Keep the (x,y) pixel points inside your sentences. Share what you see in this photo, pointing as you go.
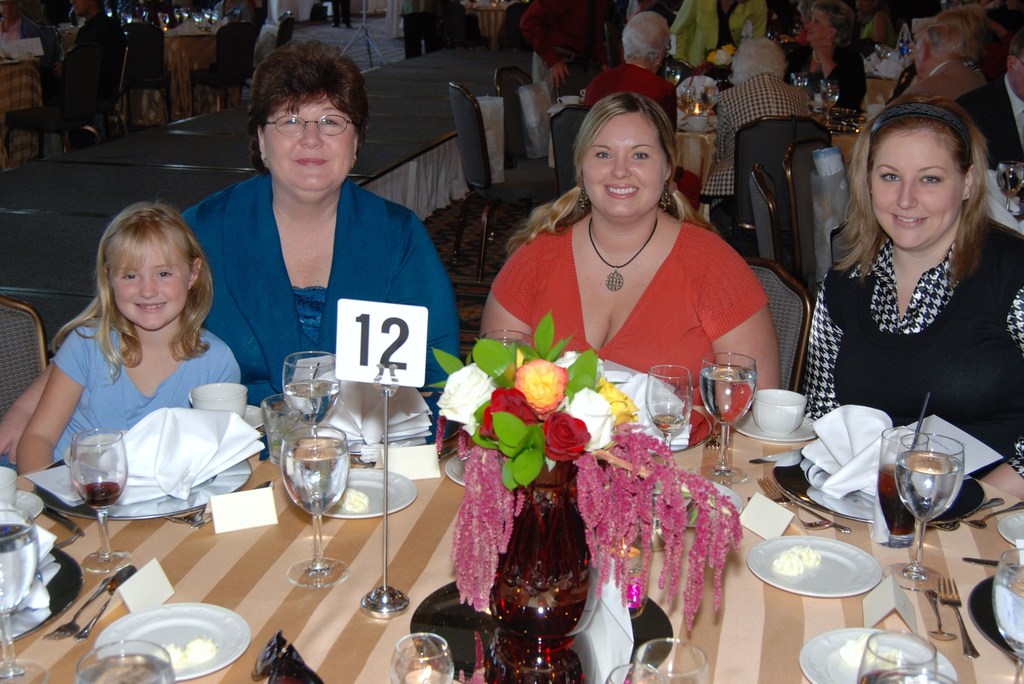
In this image there are a group of persons (700,221) sitting on the chair (783,354), there are tables (701,129), there are clothes (206,595) on the tables (896,61), there are objects (330,473) on the cloth (295,600), there is an object (128,186) towards the left of the image (84,190) that looks like a stage (406,154).
